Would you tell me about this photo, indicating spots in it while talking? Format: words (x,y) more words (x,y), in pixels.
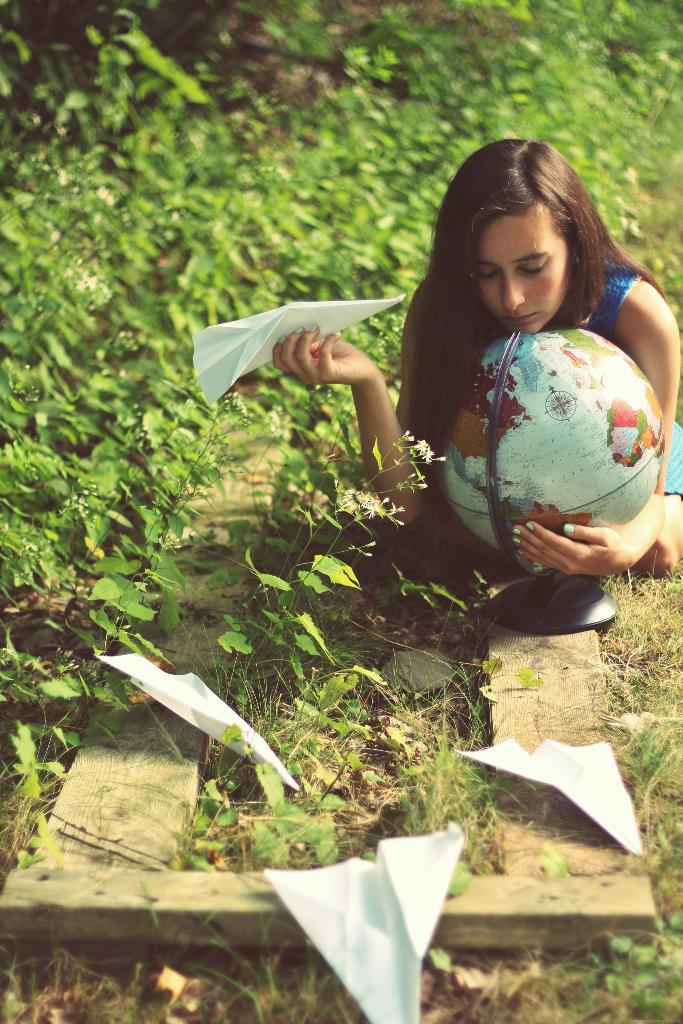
There is a woman (374,424) holding a globe (601,355) and paper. We can see papers (336,926) on wooden planks (524,842), plants (270,737) and flowers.
